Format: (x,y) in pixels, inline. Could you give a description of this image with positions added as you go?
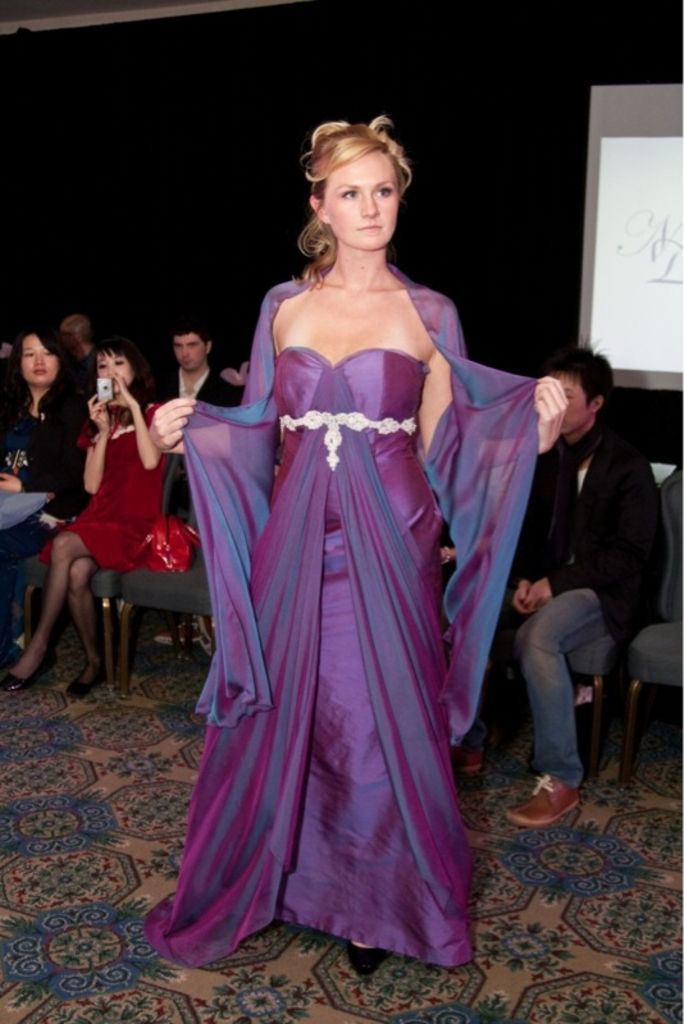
In this image we can see a group of people (520,661) sitting on chairs (678,532). One woman (143,436) is holding a camera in her hands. In the foreground of the image (352,679) we can see a woman (395,568) standing on the floor (387,953). On the right side of the image (618,338) we can see a screen (682,172) on the wall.
